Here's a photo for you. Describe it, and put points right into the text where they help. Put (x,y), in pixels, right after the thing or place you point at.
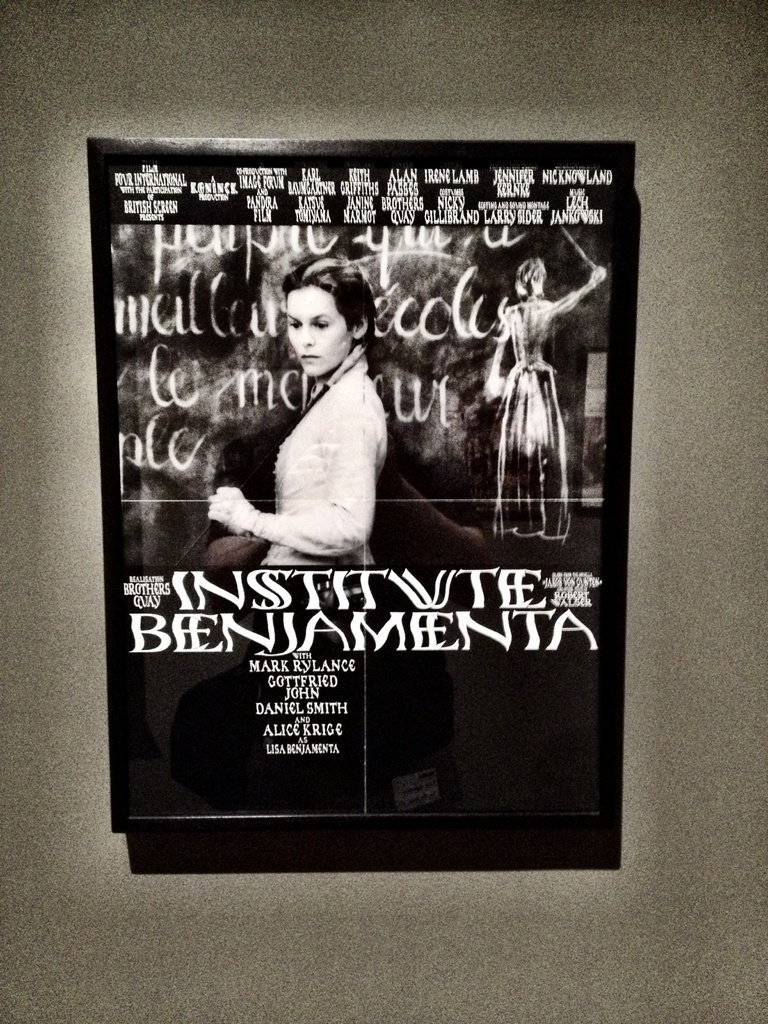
Board (547,301) is on the wall (634,613). On this board (357,180) there is a picture (305,279) of a person (305,308). Something written on this board (374,668).
